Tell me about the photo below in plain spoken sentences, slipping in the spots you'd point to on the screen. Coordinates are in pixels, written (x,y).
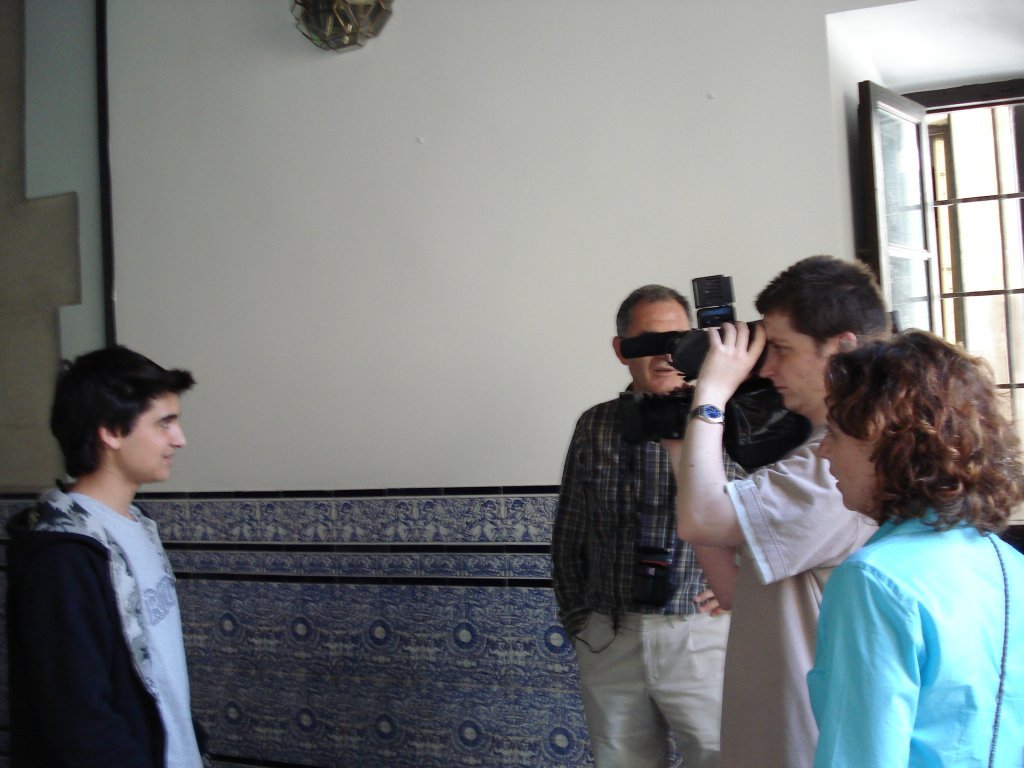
In this image there is a person (744,579) holding a camera (760,384). Beside him there is a person (657,445) standing. Right side (893,605) there is a woman (885,623) wearing a blue shirt (930,620). Left side (117,653) there is a person (124,628) wearing a jacket (22,677). Background (329,262) there is a wall (703,252) having a window (943,264). Top of the image (382,19) there is an object (360,34) attached to the wall (419,183).
